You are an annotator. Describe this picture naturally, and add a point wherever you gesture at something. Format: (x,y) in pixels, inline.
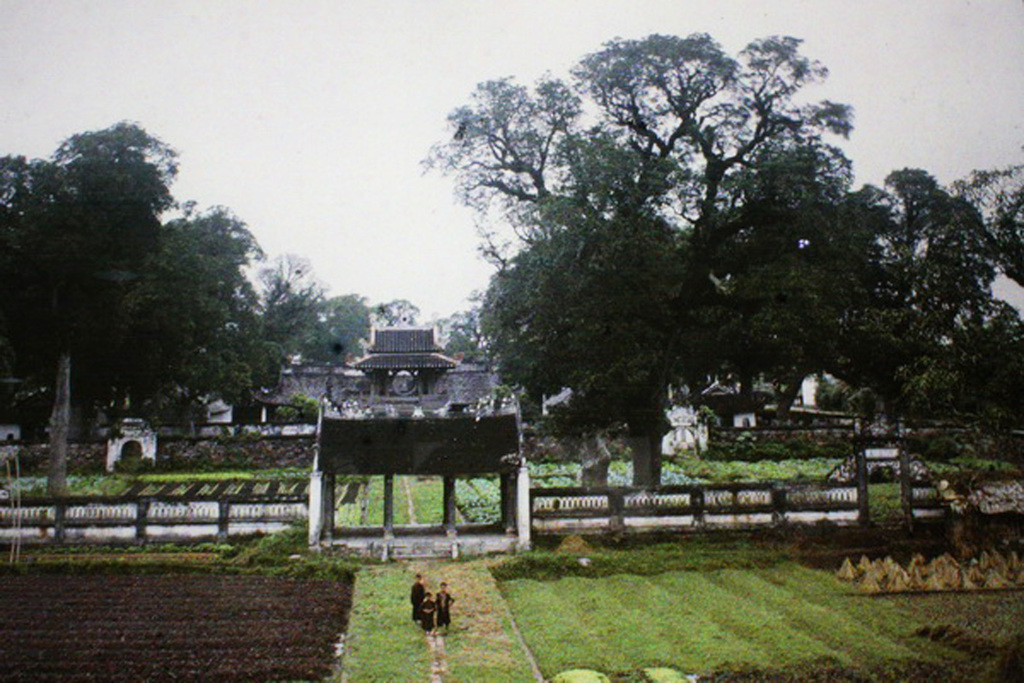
In this image in the center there are persons (417,605) standing and there's grass (557,644) on the ground (497,616). In the background (406,419) there are trees (615,344) and there is a building (397,368) in the center (395,377). On the left side (110,450) there is an arch (118,439) and on the right side (689,424) there are plants (805,456) and there is an arch (689,432).
